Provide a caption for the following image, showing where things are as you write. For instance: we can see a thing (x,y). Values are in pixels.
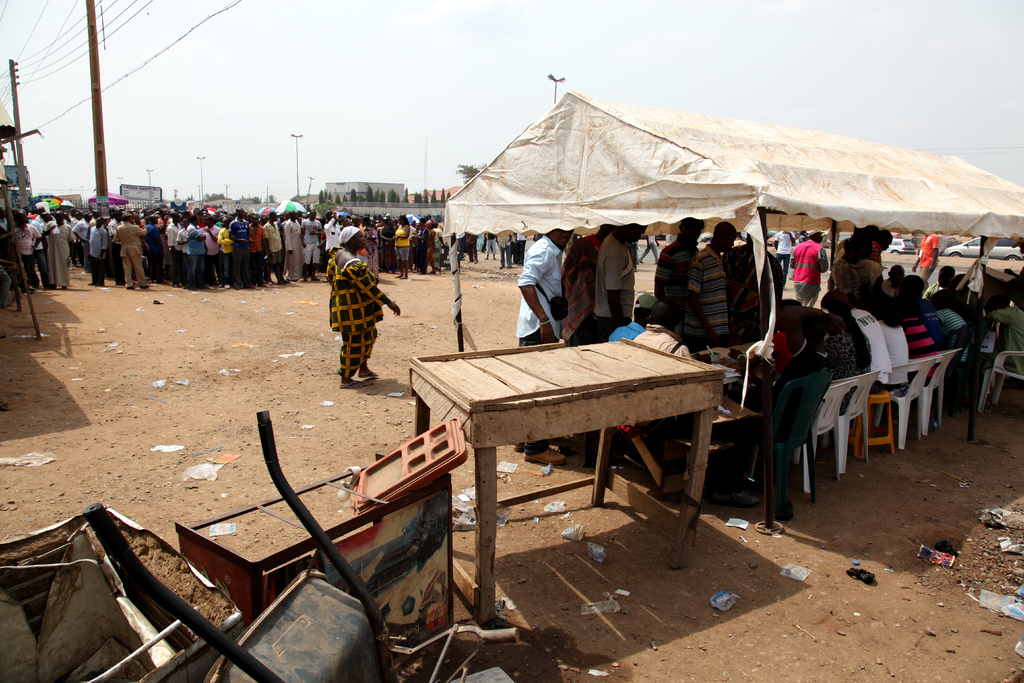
The picture consists of sky (458,154), tent (573,154), people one woman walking and chairs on the ground (27,407).
